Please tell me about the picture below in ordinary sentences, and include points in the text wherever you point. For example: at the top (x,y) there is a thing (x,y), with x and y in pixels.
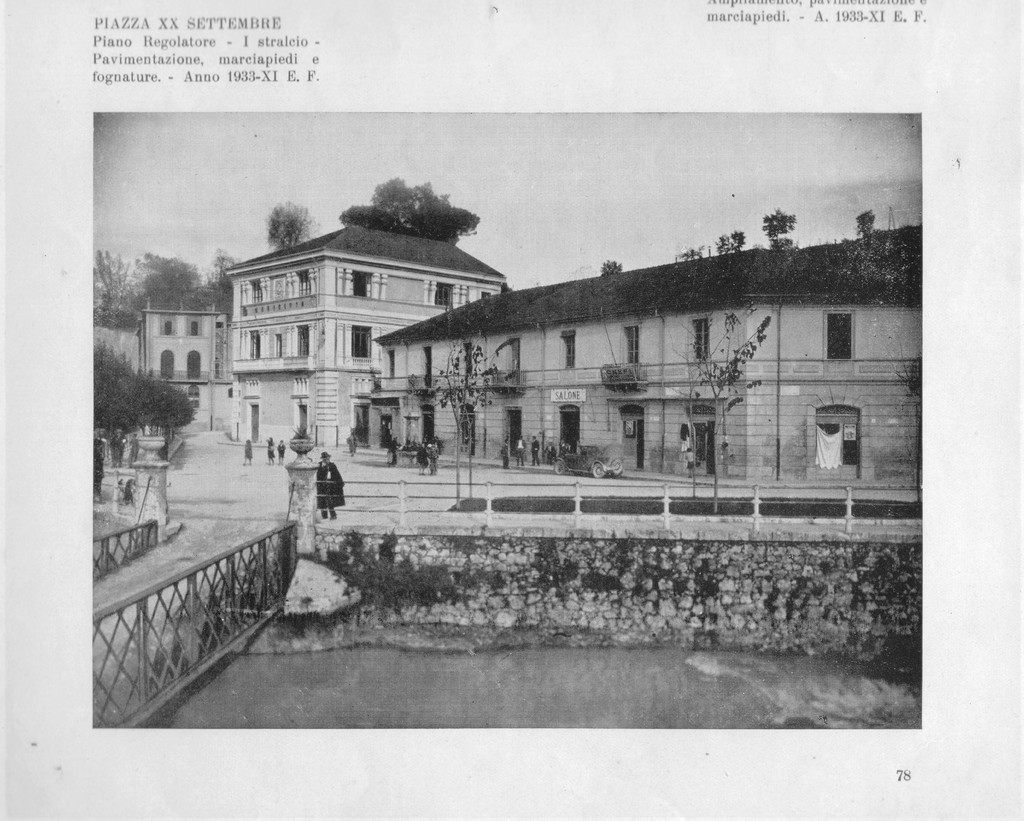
This is a black and white image. In this image we can see buildings (615,407), trees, persons (340,486), bridge (262,562), water (268,673), car (585,464) and sky (627,218).
